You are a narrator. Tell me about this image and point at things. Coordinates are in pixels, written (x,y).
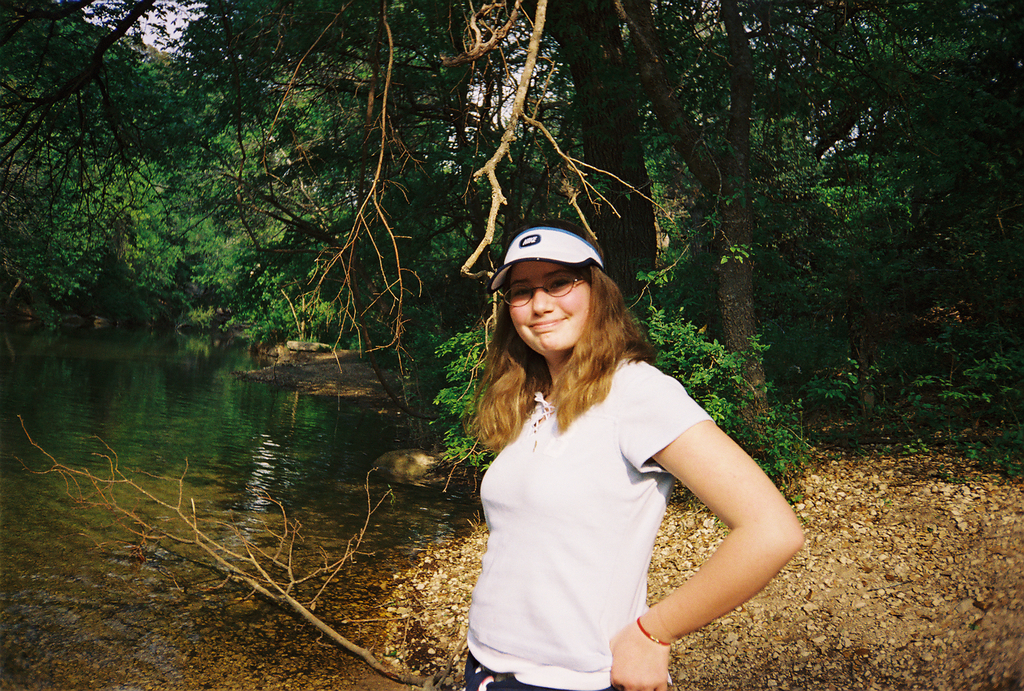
In this image I can see a woman (658,378) standing in the center of the image (661,391) and posing for the picture. I can see trees (173,112) behind her. I can see a lake (169,411) in the left bottom corner (184,466). I can see some sand (874,586) and dried leaves (911,541) on the right bottom corner (904,577).
